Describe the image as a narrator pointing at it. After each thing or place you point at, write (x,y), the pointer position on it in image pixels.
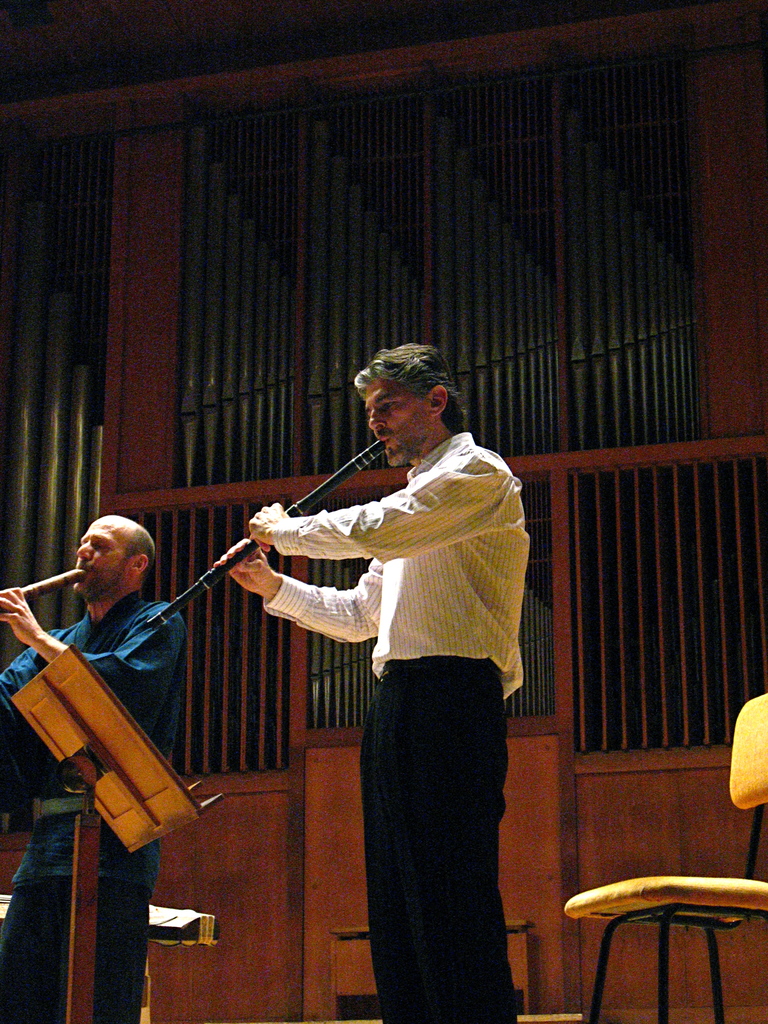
In the picture I can see two men (389,819) are standing and playing musical instruments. I can also see wooden object (133,734) and some other objects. In the background (206,739) I can see a wall (565,425).
